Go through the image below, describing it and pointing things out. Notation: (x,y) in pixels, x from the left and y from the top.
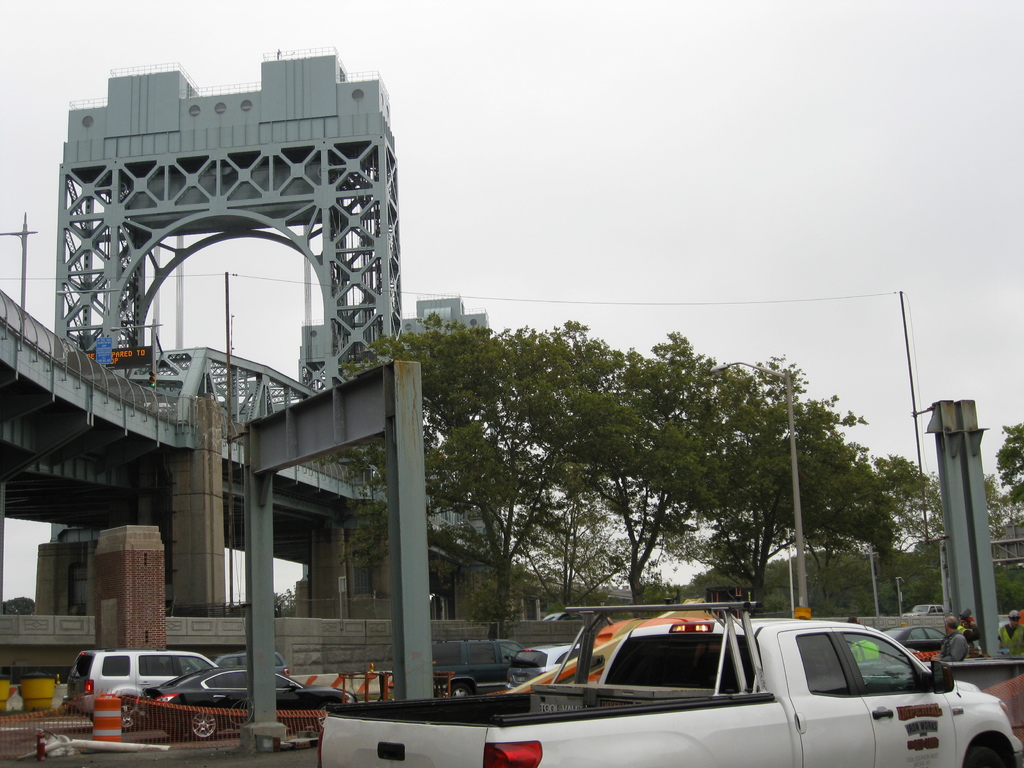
In this image we can see a few vehicles (164,689) on the road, we can see few metal objects (414,449), we can see the bridge (89,385), arch (326,265), electrical towers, trees (498,475), we can see the wall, road fence (163,716), on the right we can see a few people (1003,633), at the top (629,249) we can see the sky (744,179).
